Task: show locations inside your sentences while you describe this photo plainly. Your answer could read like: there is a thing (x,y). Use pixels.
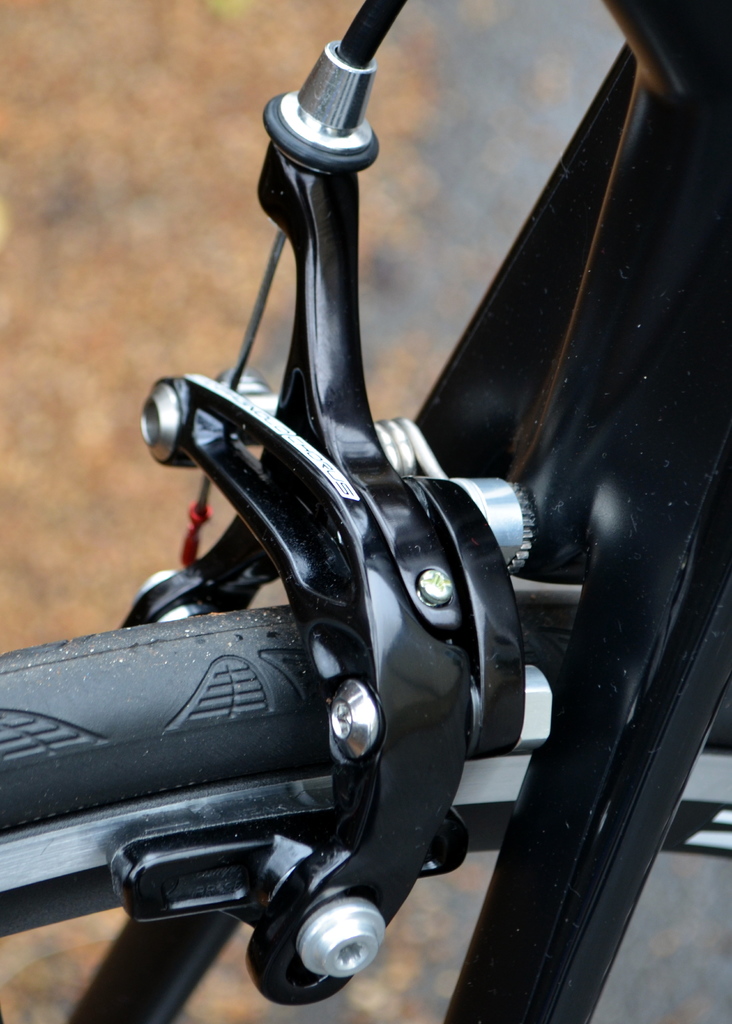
In the image we can see the brake part (345,889) of the bicycle (296,729) and the background (161,18) is blurred.
